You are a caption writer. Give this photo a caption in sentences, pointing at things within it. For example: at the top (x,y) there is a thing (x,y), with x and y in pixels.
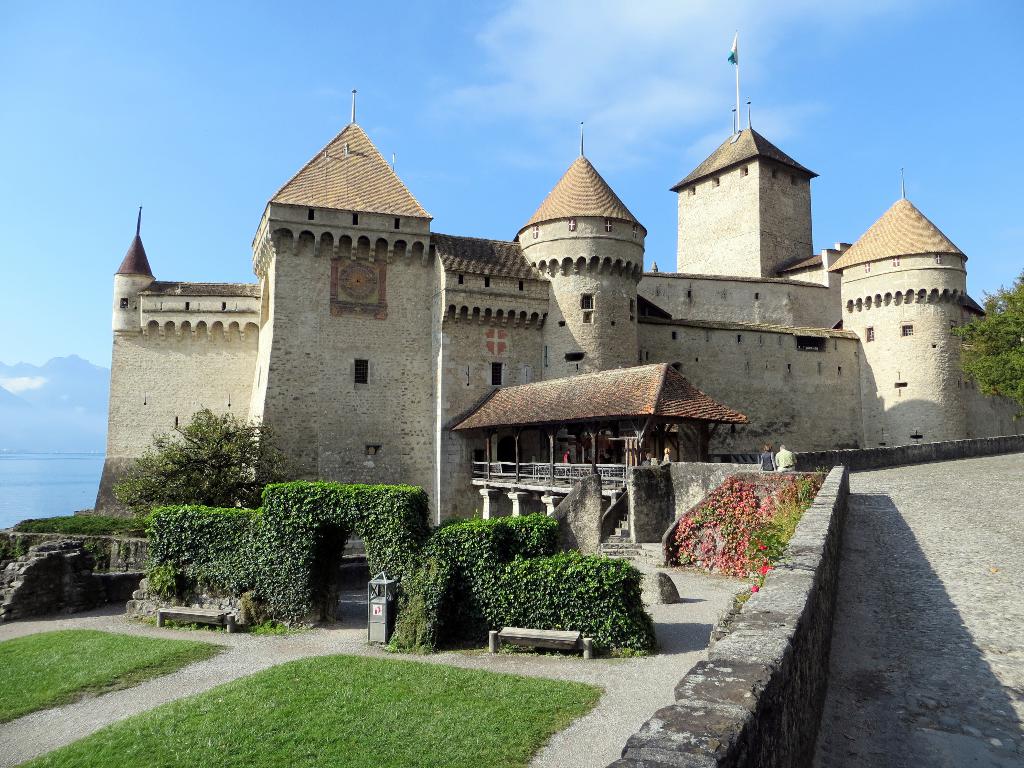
In this image I can see a building (451,243) in the centre (350,439). On the left side of the image (30,685) I can see grass (89,673), number of plants (424,517). On the right side of the image (975,327) I can see a tree (975,327). In the background (310,126) I can see clouds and the sky (547,169). On the top side of the image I can see a flag (734,40) on the building (745,164) and on the left side of the image (109,374) I can see mountains (78,369).
